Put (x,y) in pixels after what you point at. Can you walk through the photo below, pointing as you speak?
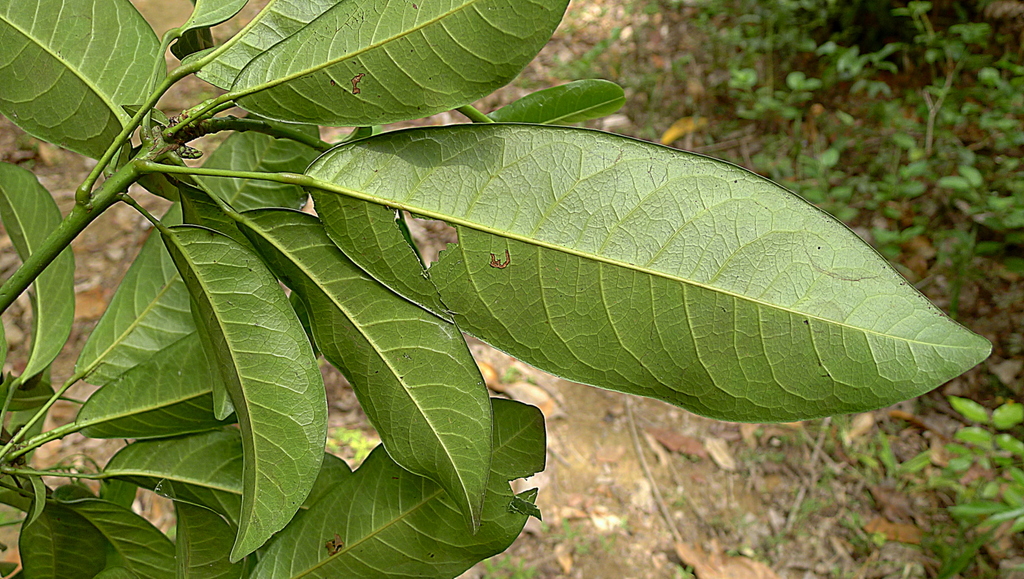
Front we can see leaves (207,319). Right side of the image (976,66) we can see plants (958,45).
